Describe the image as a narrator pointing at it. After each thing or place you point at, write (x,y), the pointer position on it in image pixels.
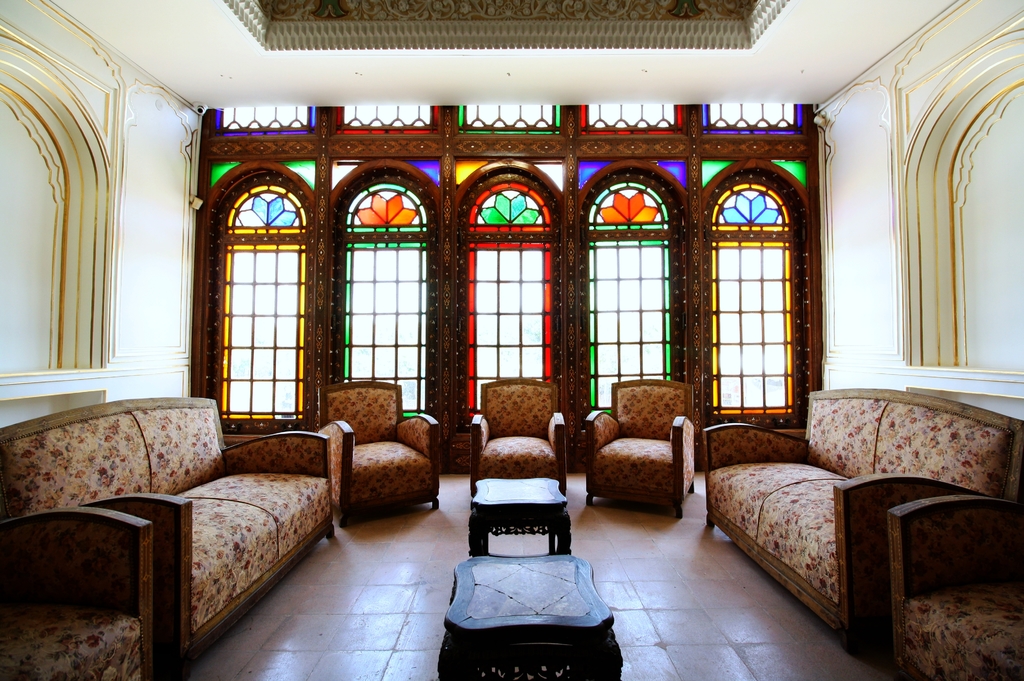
In the image on the floor (490,545) there are sofas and tables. Behind the sofas (206,432) on the left (85,346) and right sides there are walls (93,245) with arches (1015,87). In the background (258,231) there are glass walls (309,225) with different colored glasses (776,202).
